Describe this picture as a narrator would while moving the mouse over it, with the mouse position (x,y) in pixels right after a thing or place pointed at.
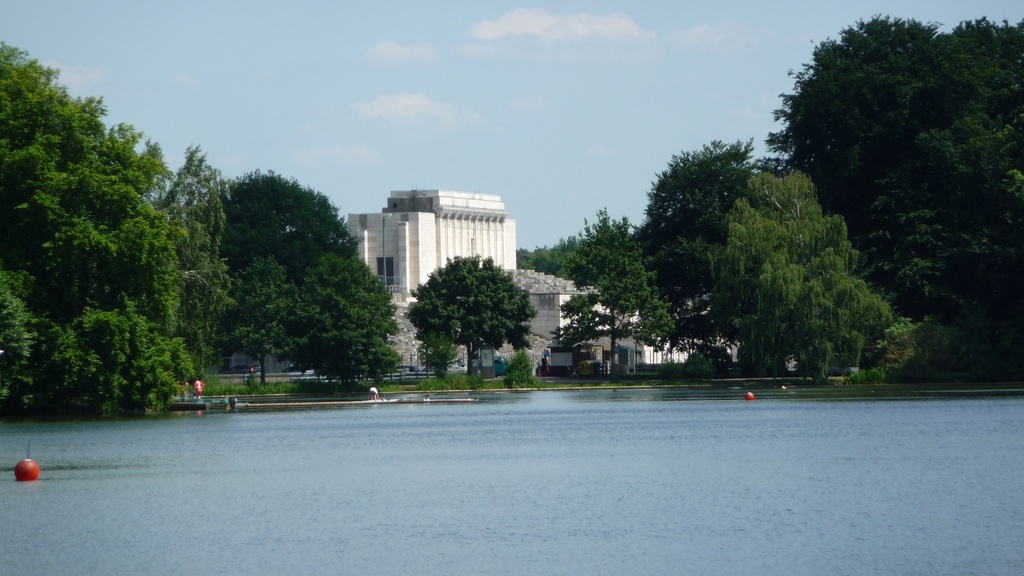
In this picture we can see the water (485,459), building (398,261), trees (761,310), some objects (627,373) and in the background (545,99) we can see the sky (414,94).
